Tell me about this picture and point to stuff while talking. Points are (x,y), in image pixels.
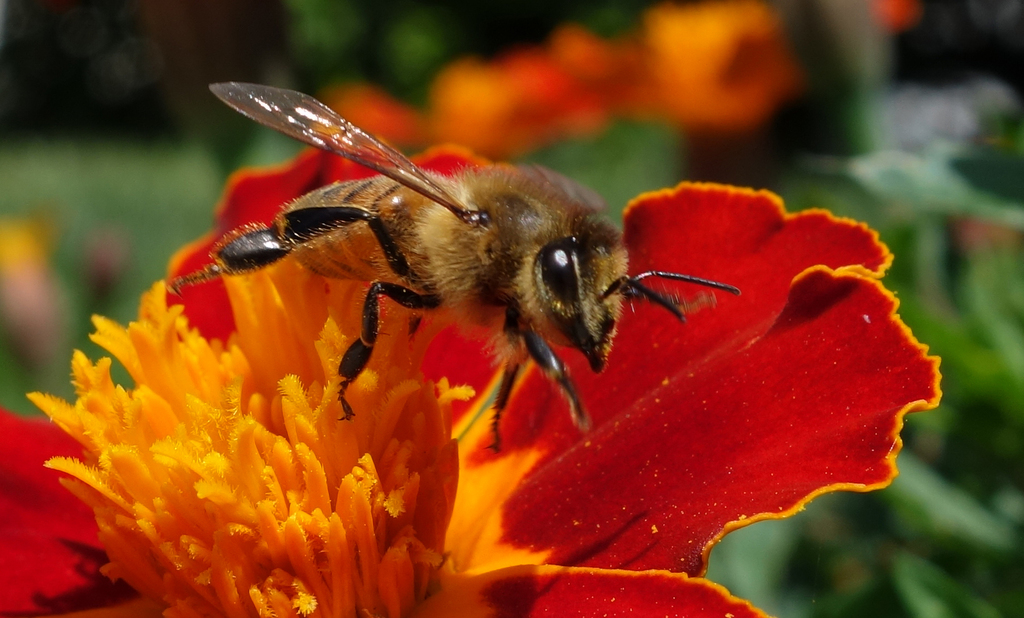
It is a honey bee (434,221) on the red color flower (578,431).
